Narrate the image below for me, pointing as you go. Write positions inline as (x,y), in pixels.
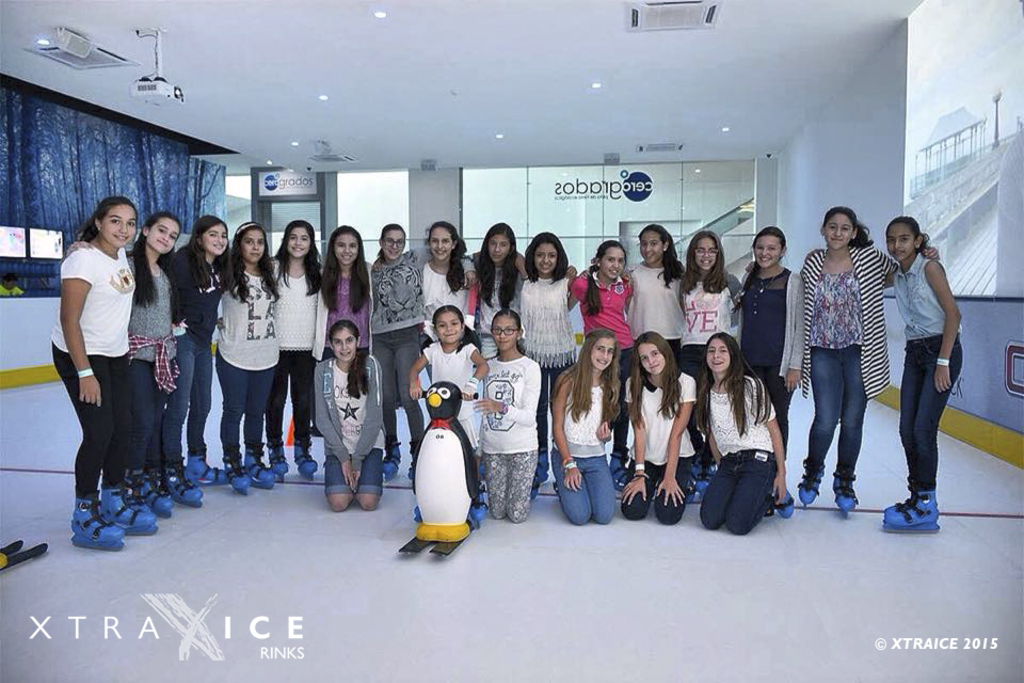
In the middle of the image (466,351) few people (419,387) are sitting, standing and holding a toy (428,541). Behind them there is wall (858,166), on the wall (1021,141) there are some glass windows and curtain (68,143). At the top of the image (466,96) there is ceiling (502,162) and lights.
